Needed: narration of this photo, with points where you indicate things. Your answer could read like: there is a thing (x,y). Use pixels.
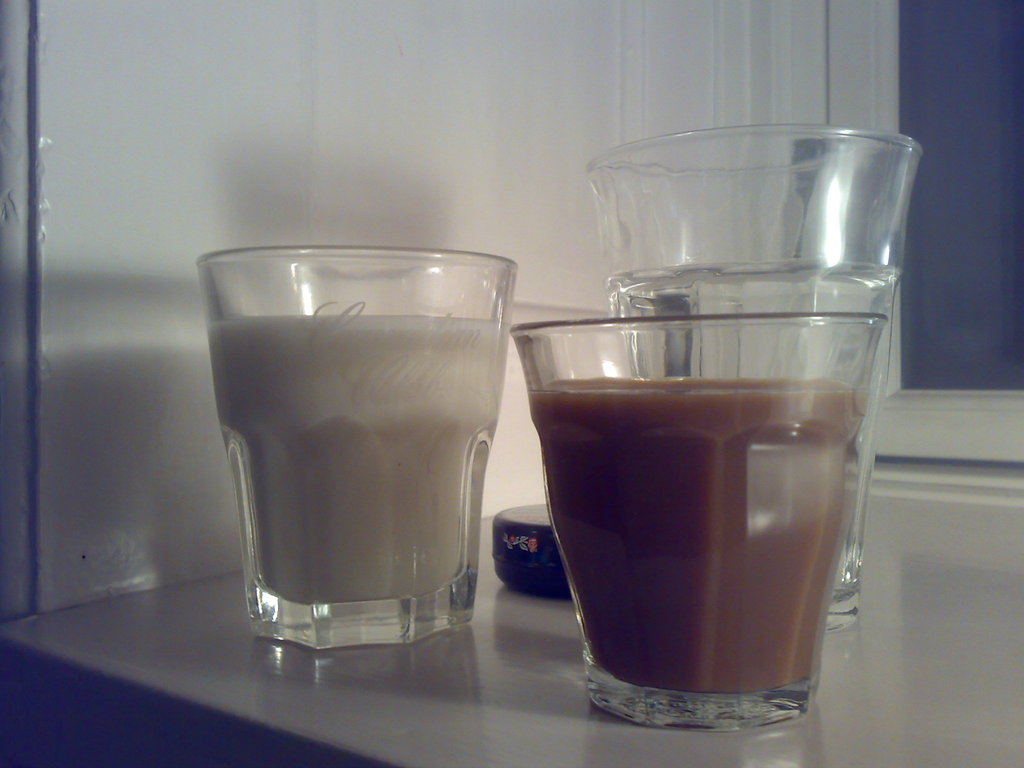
In this image I can see glass (546,429) with drink (676,434). To the side I can see the black color object (517,562). These are on the surface (935,717). In the background (611,17) I can see the wall (534,152).
